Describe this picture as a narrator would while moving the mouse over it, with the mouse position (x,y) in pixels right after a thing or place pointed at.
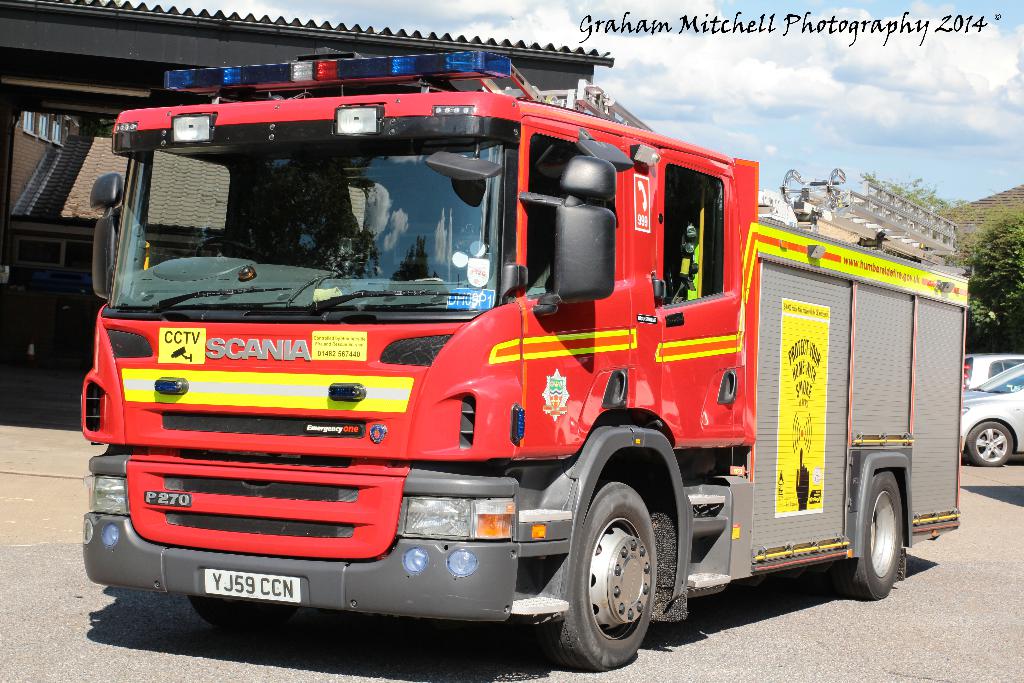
In this picture we can see vehicles (228,556) on the road (958,613), poster (794,356), shelter (295,22), trees (993,224) and in the background (740,33) we can see the sky (823,33) with clouds (842,83).
